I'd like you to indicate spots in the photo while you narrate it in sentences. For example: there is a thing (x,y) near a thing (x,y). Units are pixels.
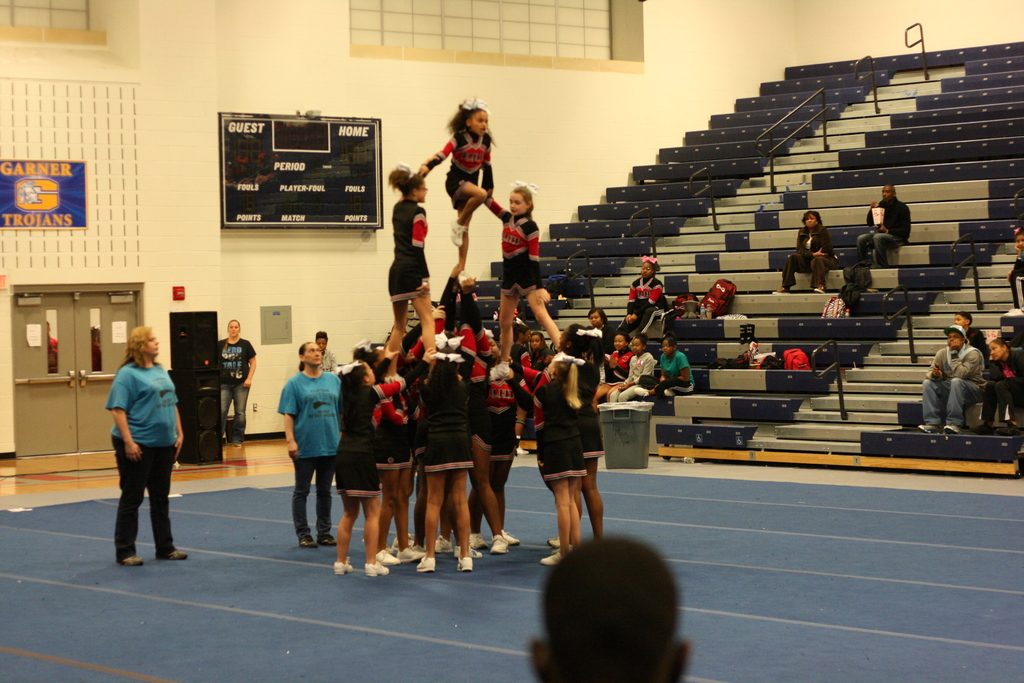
In this image I can see a group of people (422,233) on the floor (619,477) and on the stairs (839,324). In the background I can see a wallboard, windows (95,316), speakers (199,359) and a door (87,384). This image is taken may be in a ground (942,623).
